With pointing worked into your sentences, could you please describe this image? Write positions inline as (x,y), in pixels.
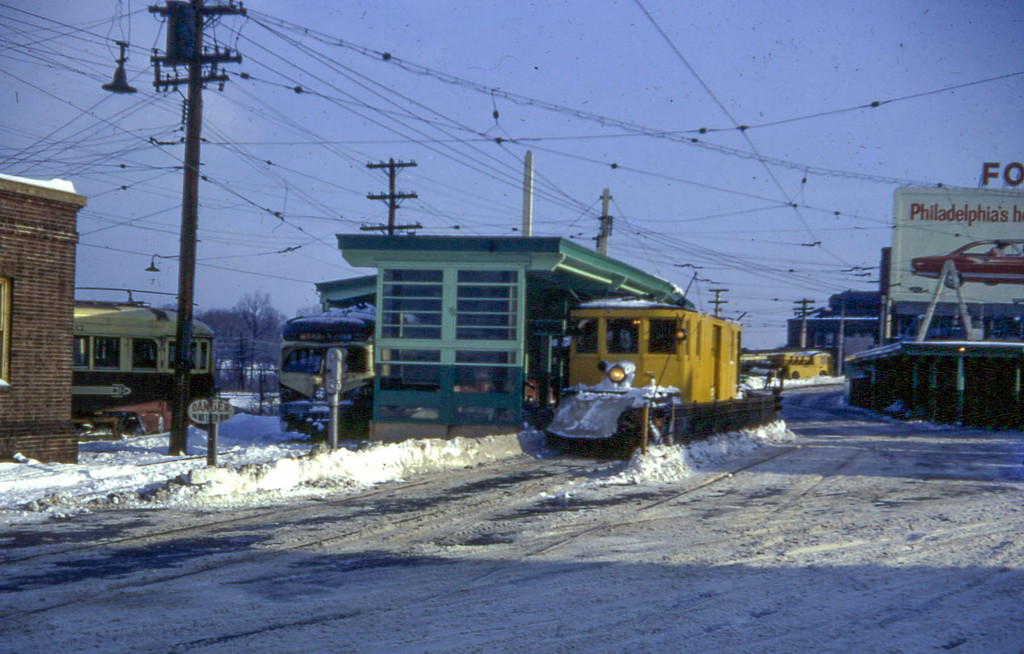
In this image I can see few trains (619,452). I can see few electrical poles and wires (985,81). On the right side (1022,227) there is a hoarding (985,172). There is some snow (274,446) on the ground (593,532). At the top (630,106) I can see the sky (585,190).
